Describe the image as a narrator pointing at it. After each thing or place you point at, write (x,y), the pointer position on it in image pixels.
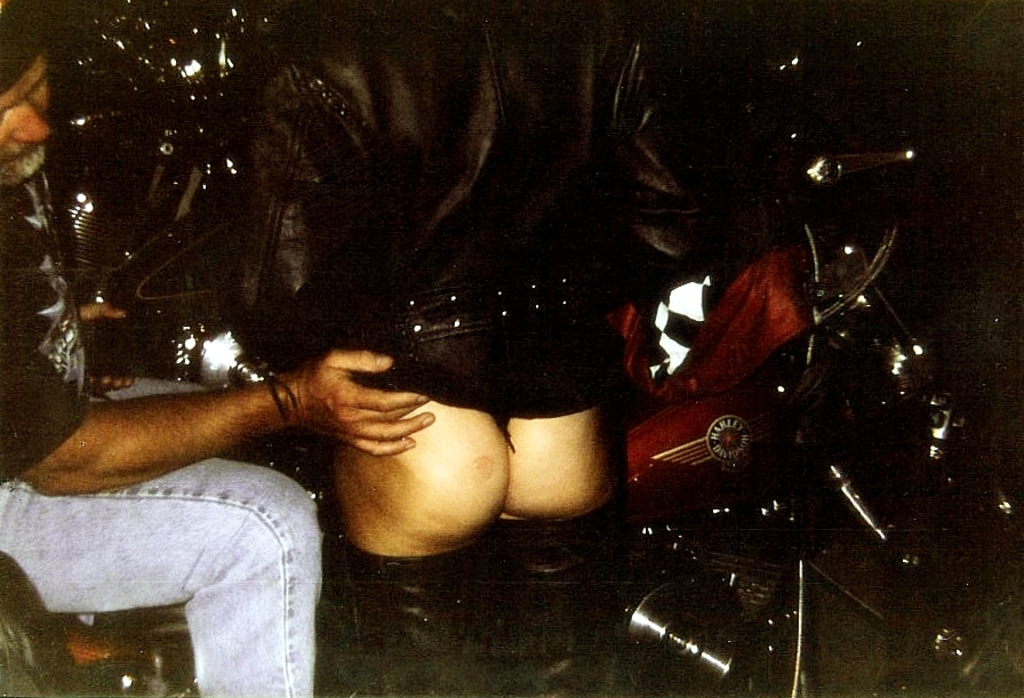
In this image there is a man (117,413) sitting on the bike (787,656) putting his hand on the person (527,247) beside him.
